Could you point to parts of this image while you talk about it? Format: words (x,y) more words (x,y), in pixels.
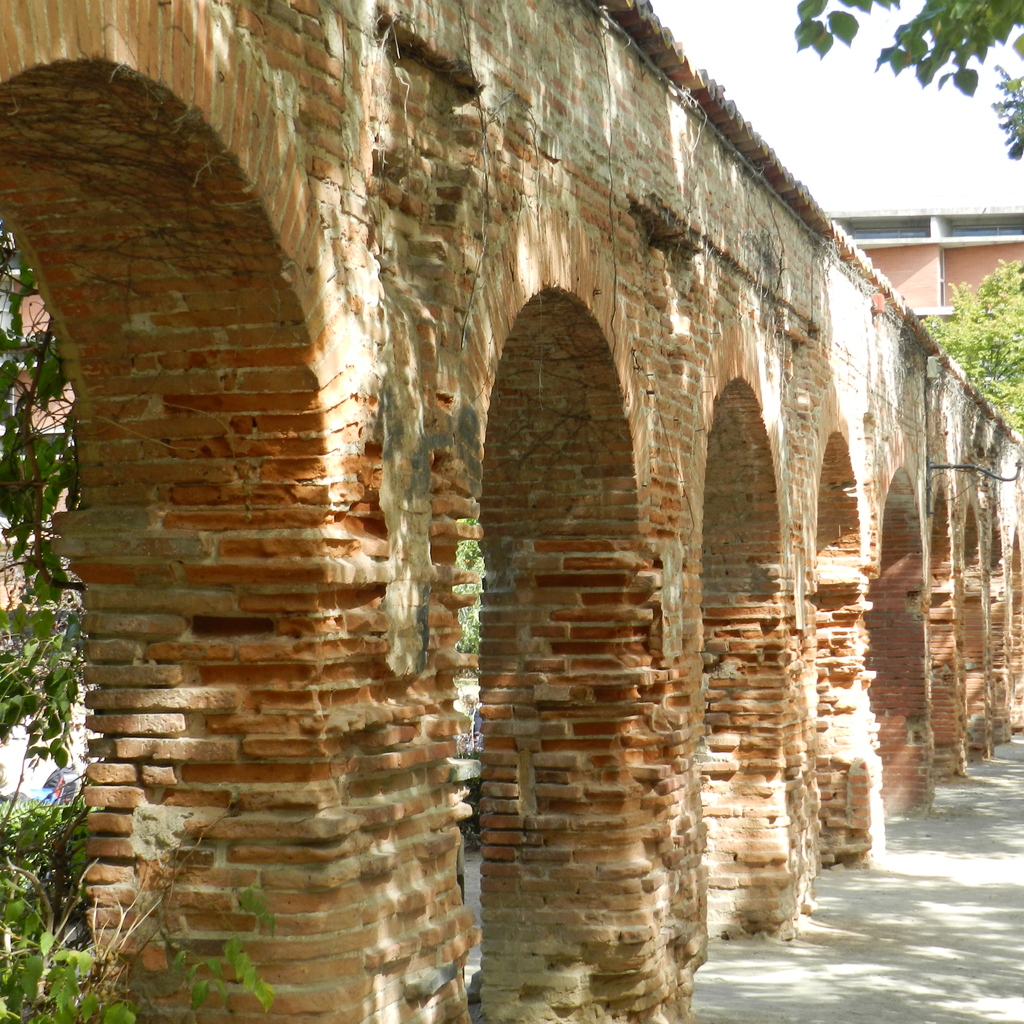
In this image we can see an architecture (366,432), there are some trees (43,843) and plants (62,867), in the background (908,267), we can see a building (941,256) and the sky (859,96).
